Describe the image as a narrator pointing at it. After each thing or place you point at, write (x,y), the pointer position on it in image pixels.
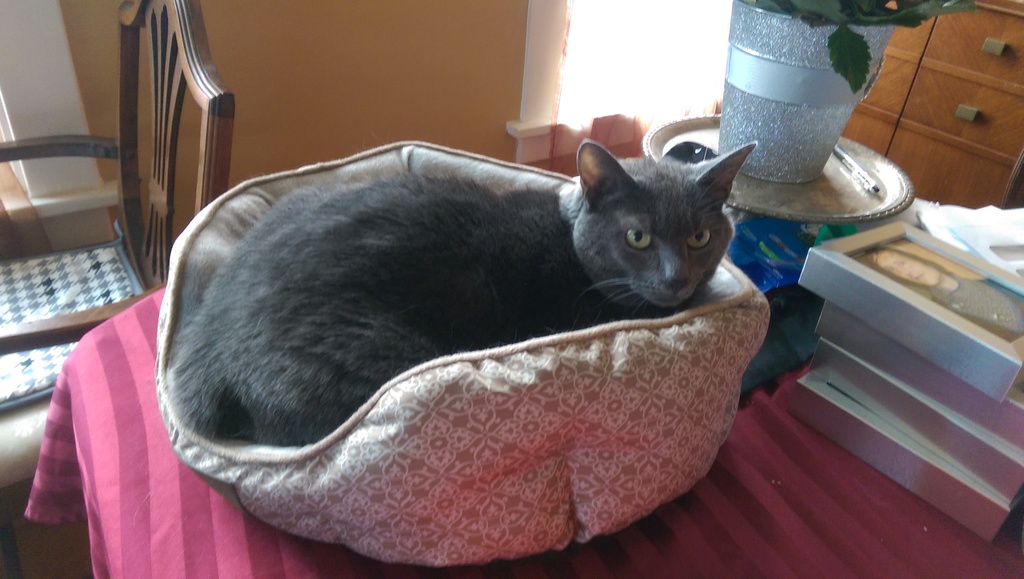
We can see cat (446,205) in pet bed (465,354), frames (1014,317), leaves (838,17) in container (811,97), plate (854,205), pen (854,168) and few objects (797,278) on the table (151,370), beside this table (136,328) we can see chair (147,224). In the background (955,115) we can see cupboards (905,115) and wall (413,104).
